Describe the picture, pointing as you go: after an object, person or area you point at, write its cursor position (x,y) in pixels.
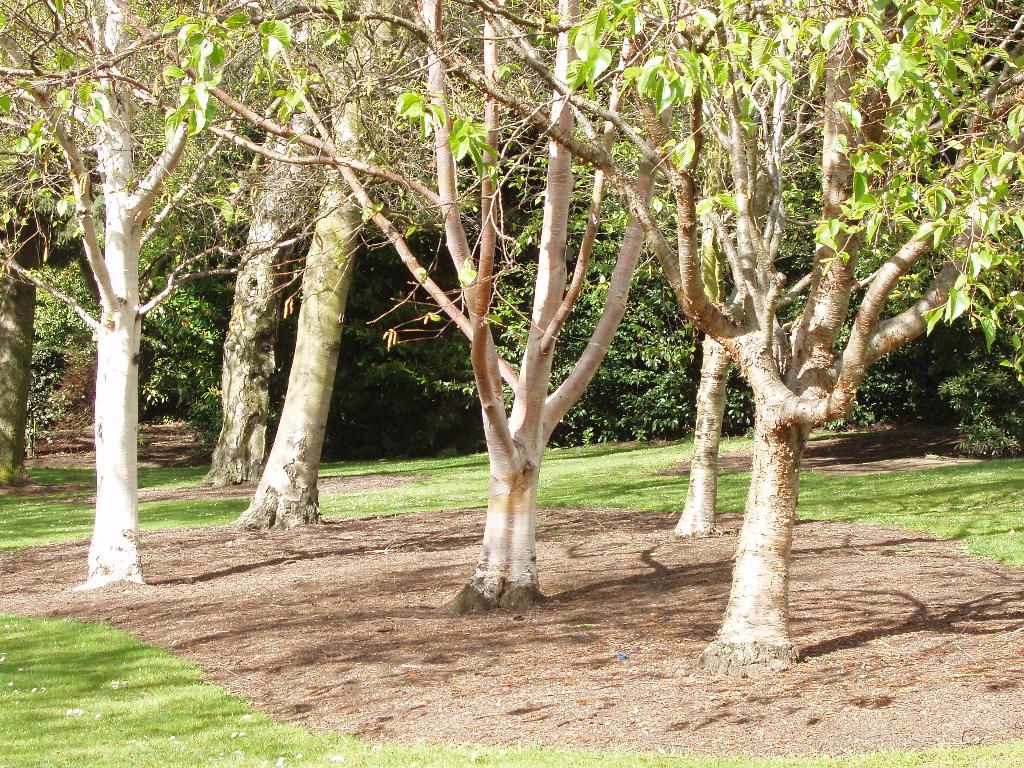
At the bottom of the picture (128,682), we see the grass (69,704) and the soil (471,688). There are trees (497,376) in the middle of the picture (485,401). In the background (437,270), we see the trees (726,280). This picture might be clicked in the garden (475,479).
